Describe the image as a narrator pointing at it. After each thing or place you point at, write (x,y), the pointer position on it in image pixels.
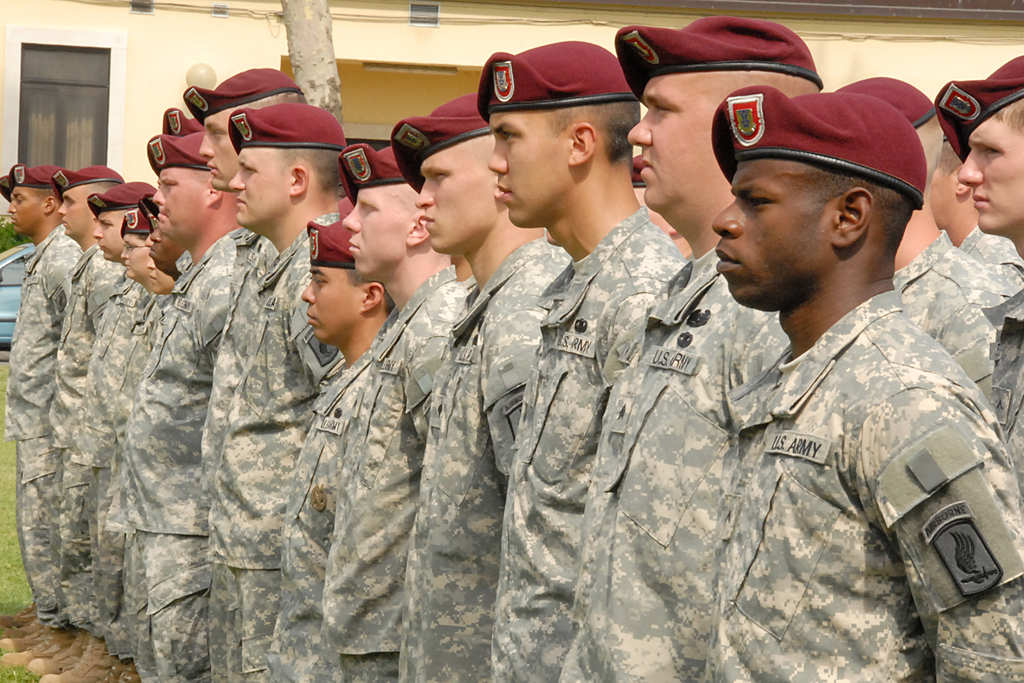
In the foreground of this image (799,219), there are men (29,402) standing on the grass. In the background (10,317), there is a vehicle (13,288), a tree trunk (310,42) and the building (439,2).
